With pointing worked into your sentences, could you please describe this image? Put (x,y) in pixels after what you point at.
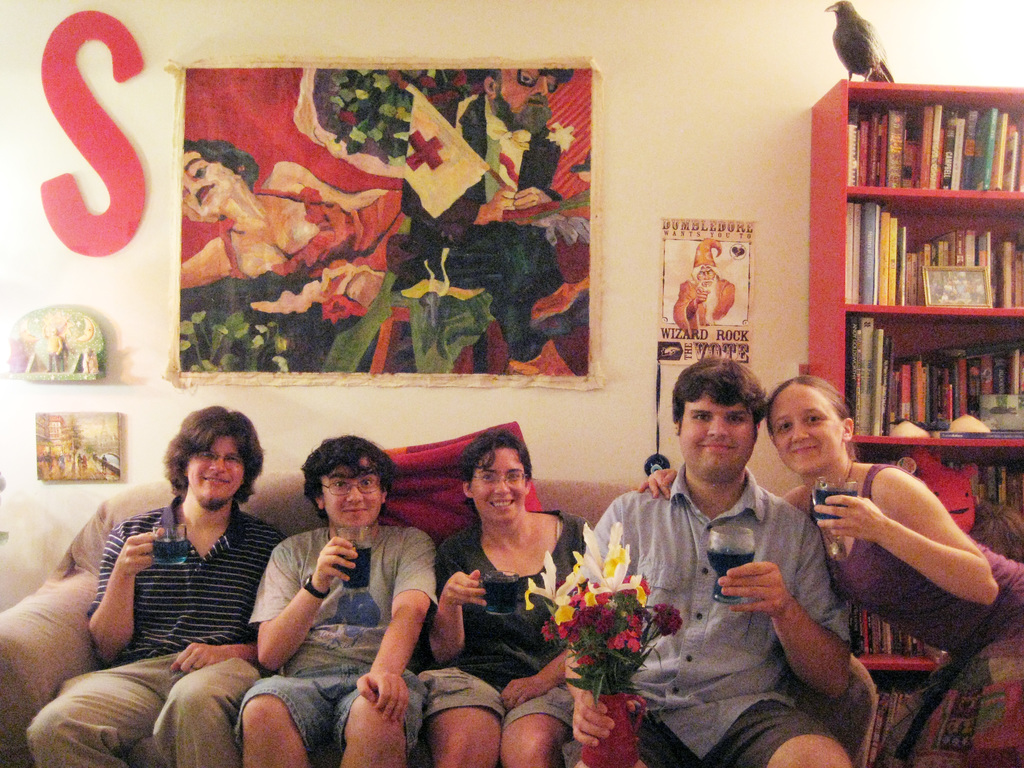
In this image, there are five persons (756,426) in different color dresses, smiling and holding glasses (729,554) which are filled with drink (746,557). Four of them are sitting. One of the rest is bending and placing a hand (664,473) on the shoulder (660,514) of a person (702,502) who is holding a flower vase (610,732). In the background (867,303), there are books (898,126) arranged on the shelves (966,338) of a cupboard (977,308). On top of this cupboard (978,89), there is a bird (859,71). Beside this cupboard (818,174), there are paintings (727,243) pasted on the wall (143,341).
